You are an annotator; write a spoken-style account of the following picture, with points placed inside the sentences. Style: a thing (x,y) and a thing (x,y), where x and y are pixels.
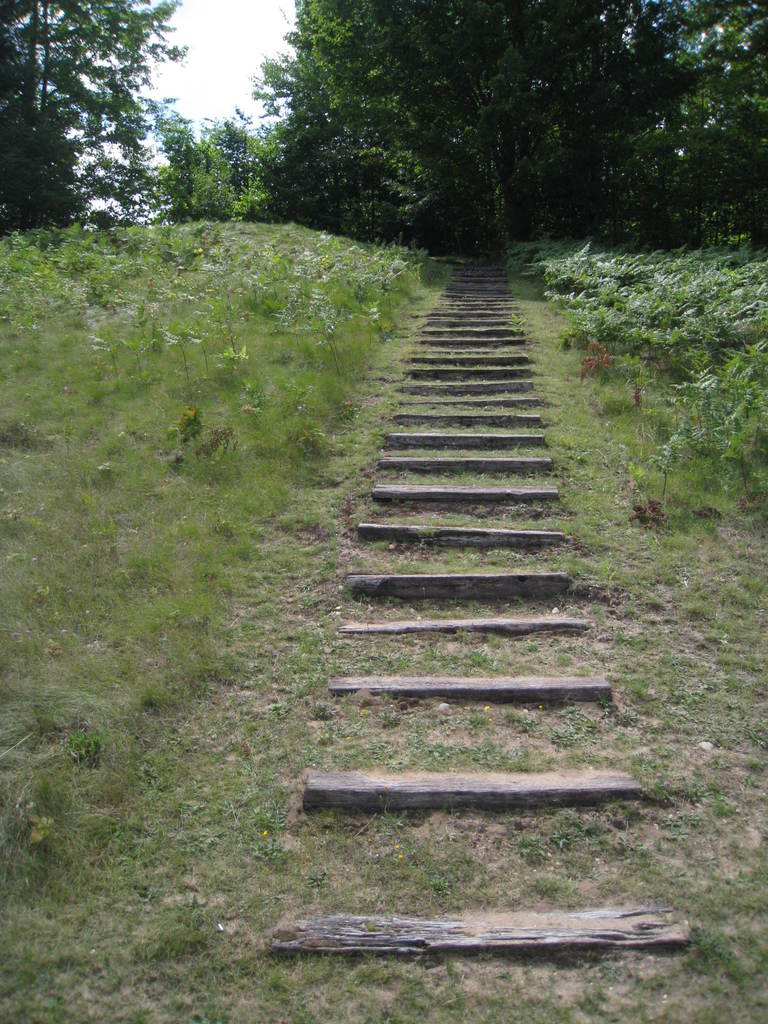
In this image there is a hill (140,523). There are plants (283,285) and grass (284,351) on the hill (140,462). In the center (377,636) there are steps (418,444). In the background (385,126) there are trees (419,156). At the top (211,70) there is the sky (208,74).
